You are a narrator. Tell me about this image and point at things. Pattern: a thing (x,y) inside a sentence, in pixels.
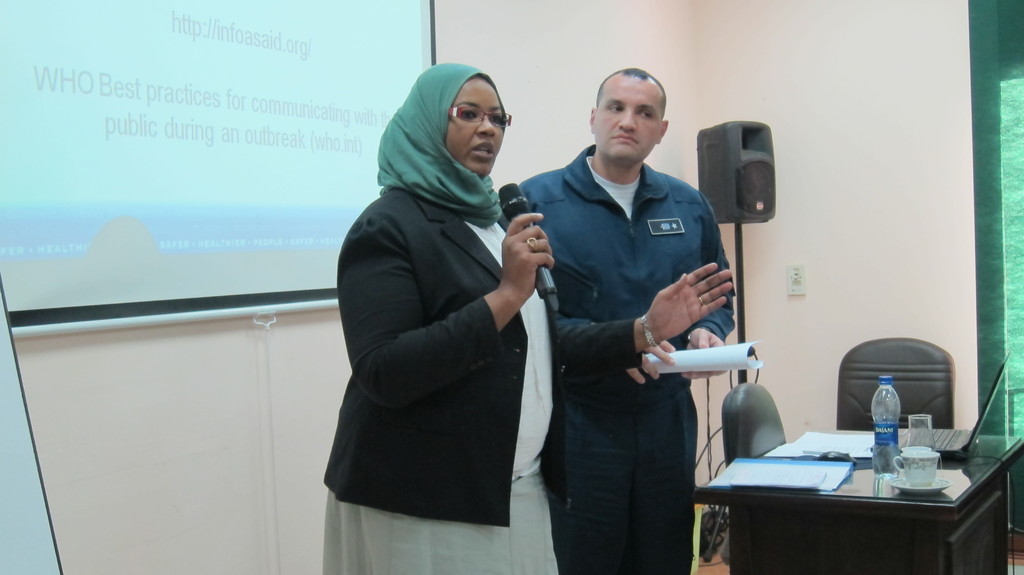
In this image a woman (471,139) is speaking with the help of microphone (505,204), besides to her a man (591,218) is standing, and he is holding a paper (715,359) in his hand (706,337), in the background (896,420) we can see a bottle (889,438), Cup (924,457), glass (908,432), papers (871,447), laptop (967,435) on the table (852,441) and also we can find couple of chairs (754,407), speaker (755,164) and a projector screen (272,110).
